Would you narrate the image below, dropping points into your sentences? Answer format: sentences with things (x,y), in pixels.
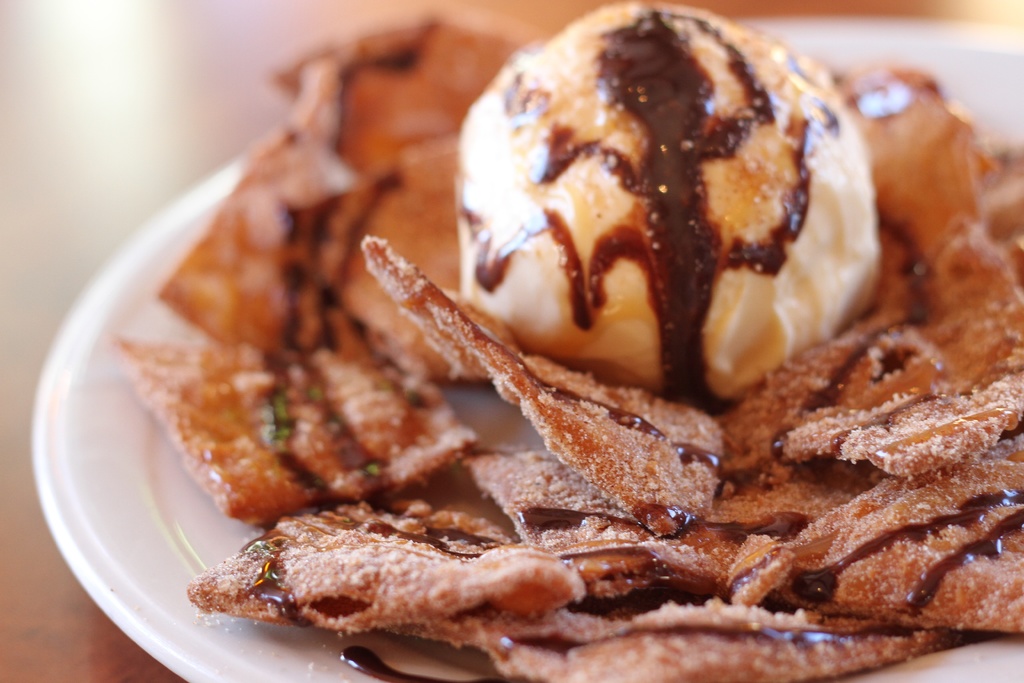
In this picture we can see food items (703,553) on a plate (210,190) and this plate (180,675) is placed on a table (43,639).
